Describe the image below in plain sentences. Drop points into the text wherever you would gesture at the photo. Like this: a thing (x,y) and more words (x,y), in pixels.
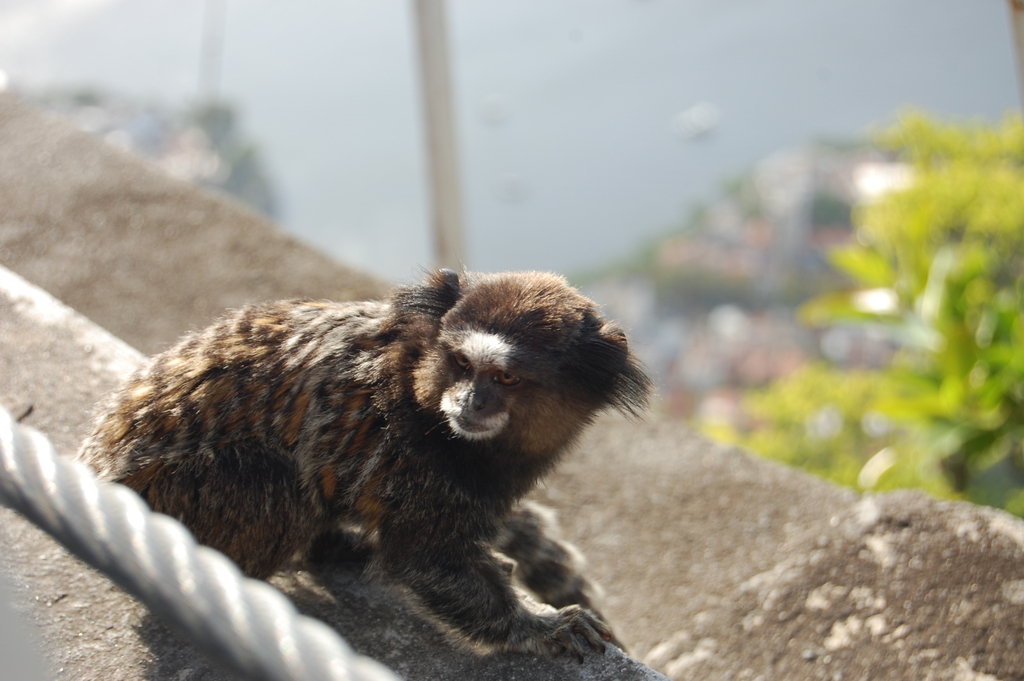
In the image in the center (493,304) we can see one animal (218,507), rope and ledge (117,355). In the background (169,231) there is a wall (168,238), pole (430,97) and plants (975,368).
